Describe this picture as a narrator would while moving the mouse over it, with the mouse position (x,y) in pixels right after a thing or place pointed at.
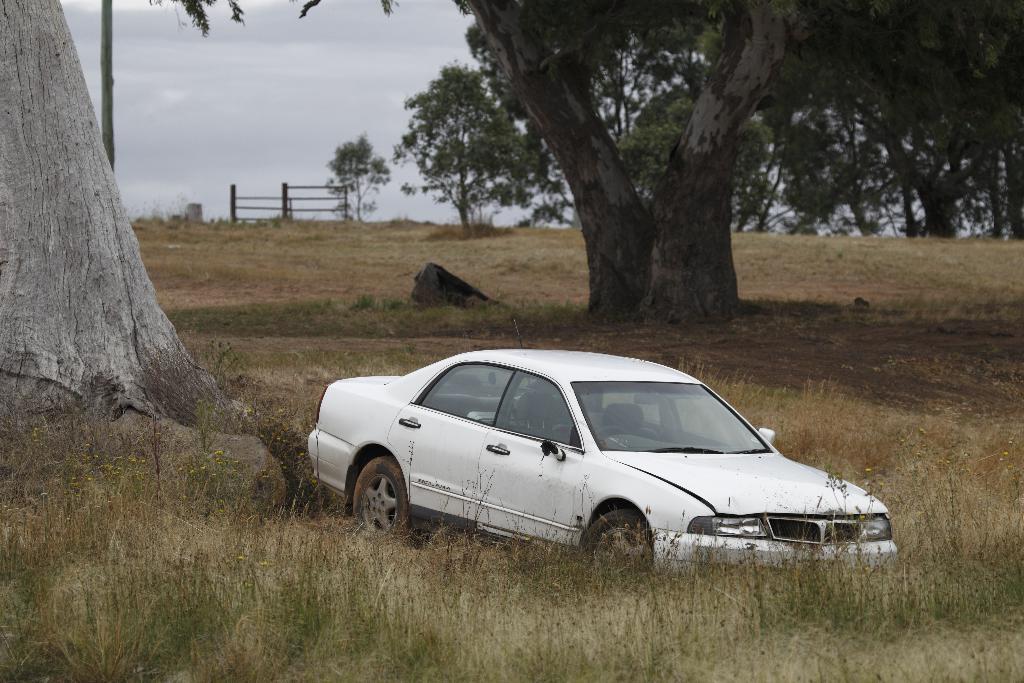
In this image we can see a vehicle (606,516). In the background of the image (525,203) there are trees (805,110), rock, sky (307,201) and other objects (316,210). On the left side of the image (39,81) there is a tree (113,334) and a pole (102,131). At the bottom of the image (479,610) there is the grass (457,635), tiny plants (335,641) and ground (530,623).
